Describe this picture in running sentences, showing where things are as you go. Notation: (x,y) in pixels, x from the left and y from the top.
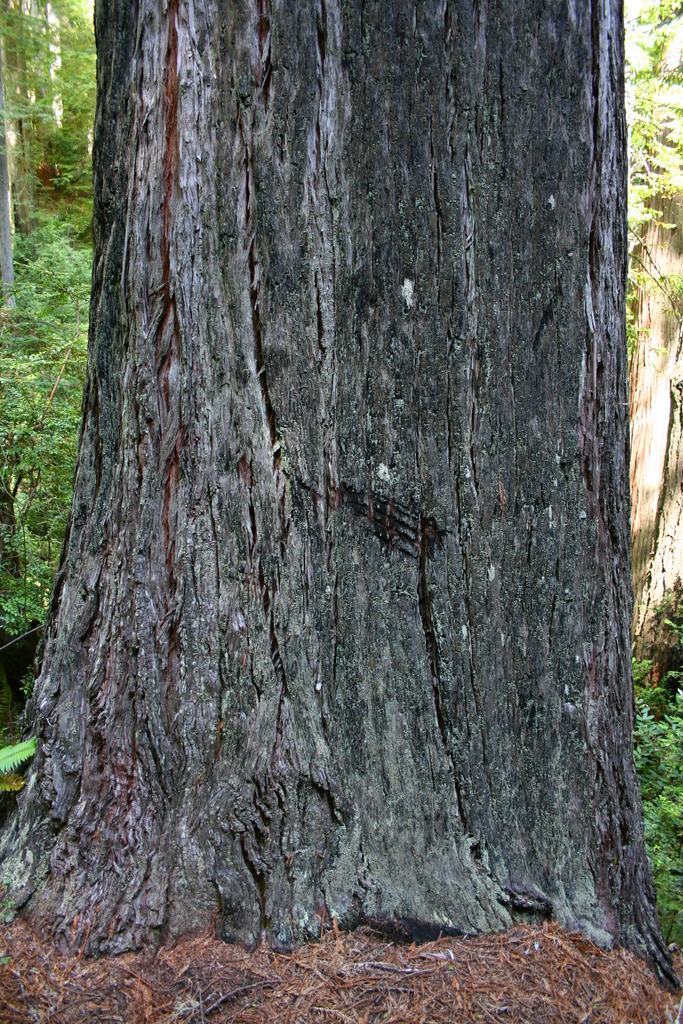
In the picture I can see the tree trunk (344,685) and in the background (11,77), I can see few more trees (24,70).
